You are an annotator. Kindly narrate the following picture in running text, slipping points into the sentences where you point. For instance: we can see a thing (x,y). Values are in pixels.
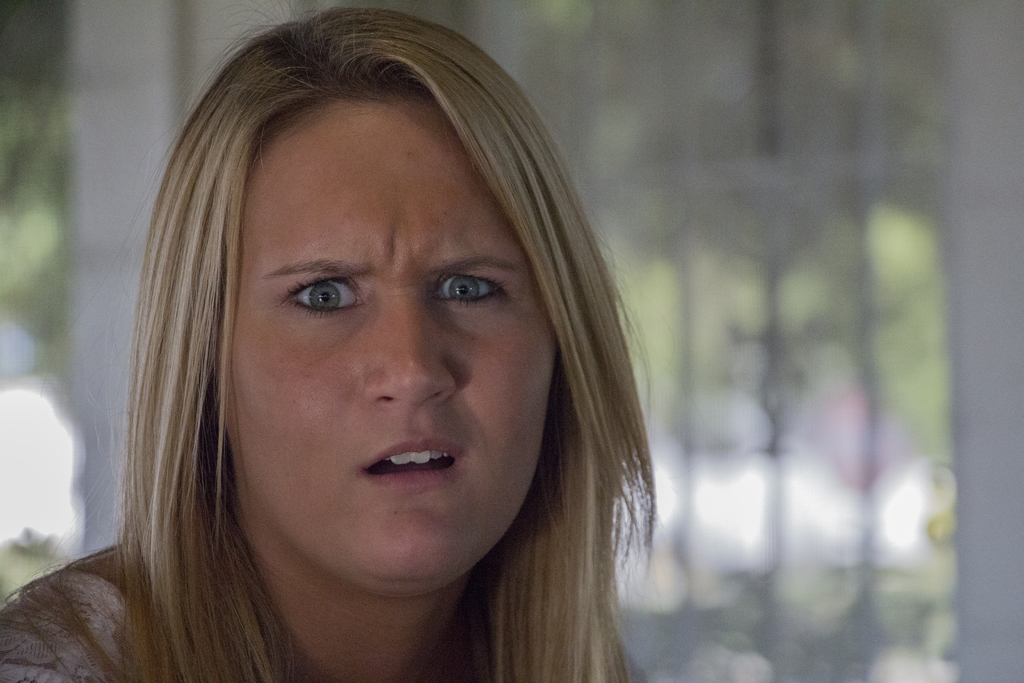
In this image I can see a woman (360,475) and the blurry background (729,30) in which I can see few trees (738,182) and few other objects (128,124).
